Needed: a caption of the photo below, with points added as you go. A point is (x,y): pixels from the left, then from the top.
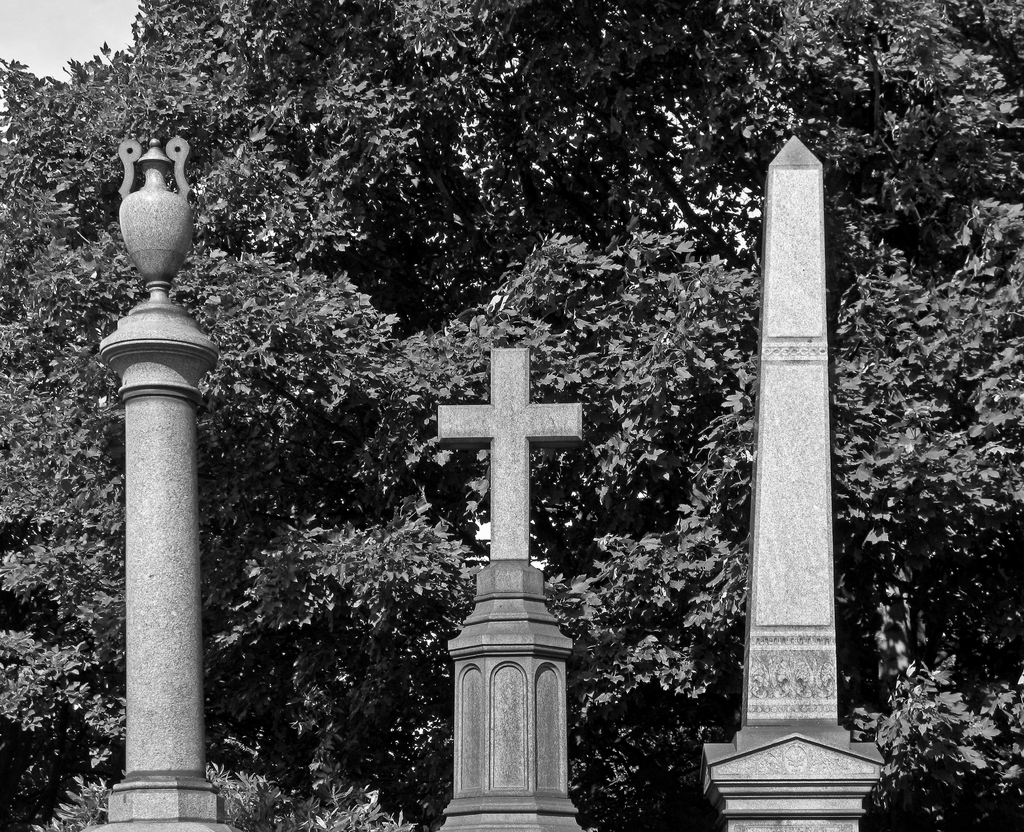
This is a black and white image. In the middle of the image (512,433) there is a pedestal (464,764) with a cross (507,381). On the right side of the image (817,766) there is a pedestal (783,788) with pillar (795,419). And on the left side of the image (131,729) there is a pillar (151,773) with a pot (153,235) on it. In the background (278,329) there are trees (618,226).
